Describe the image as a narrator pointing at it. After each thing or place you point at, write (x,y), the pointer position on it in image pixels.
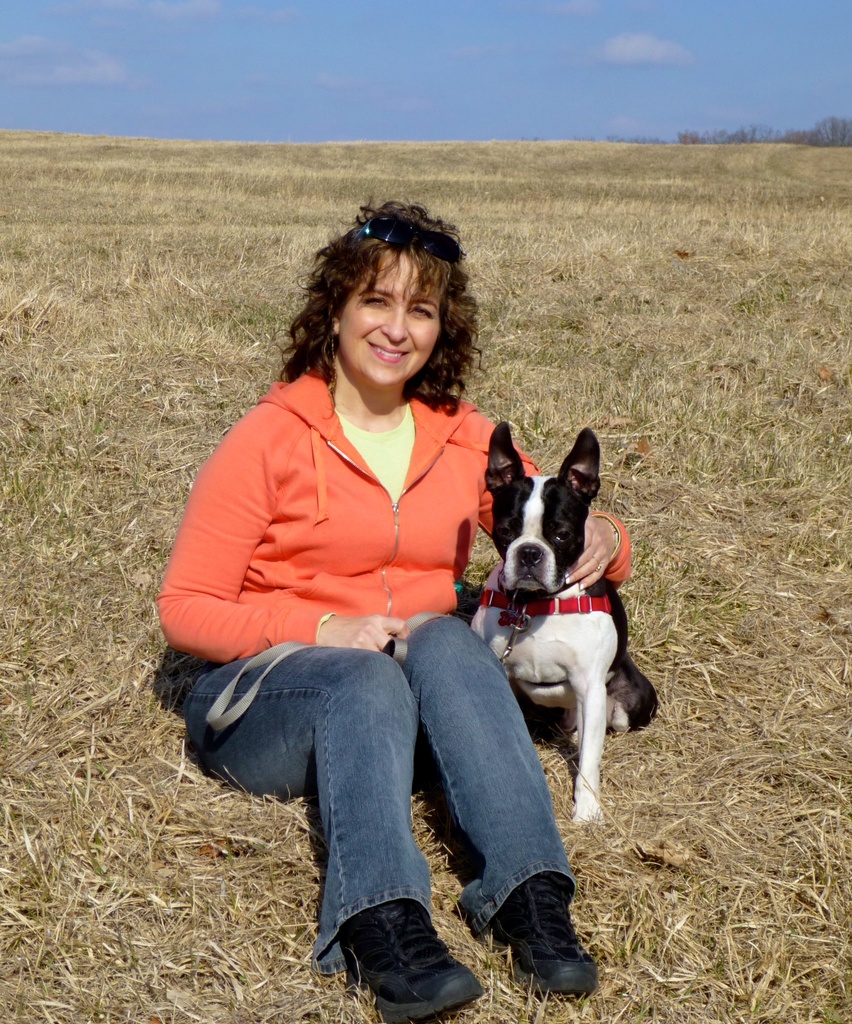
A woman (451,720) is sitting in the grass (486,560), beside her it's a dog (602,612) which is in the black and white color. This woman (405,471) wore an orange color sweater (352,523), she is smiling.
